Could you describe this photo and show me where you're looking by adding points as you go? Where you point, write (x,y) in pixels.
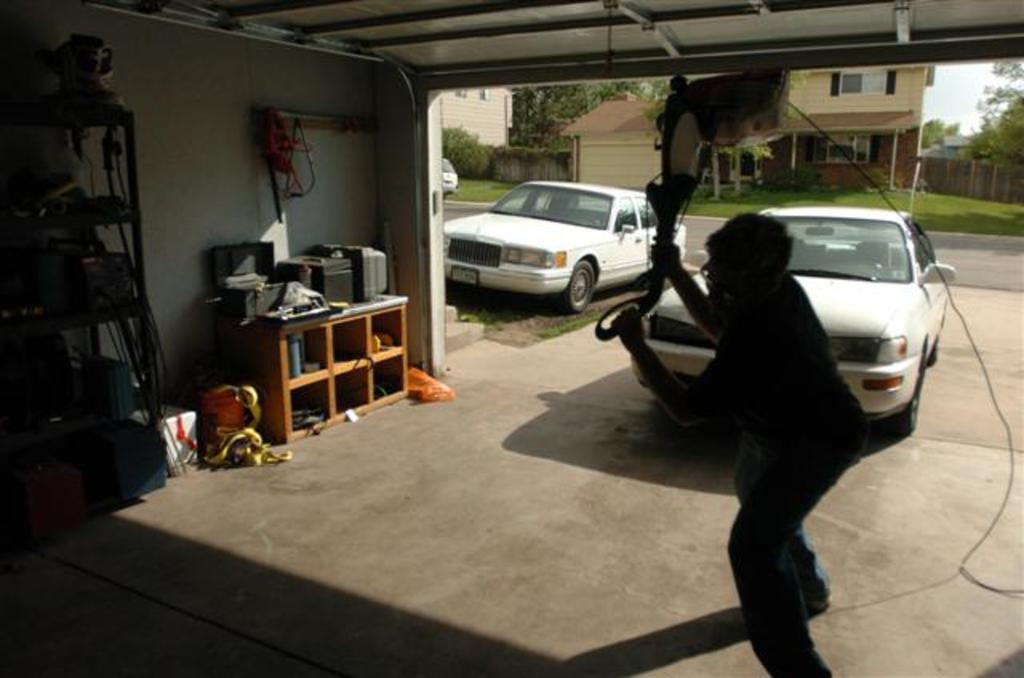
In the middle of the image (644,359) a person (829,366) is standing and holding something in his hand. In front of him we can see a table (357,304), on the table (357,304) we can see some boxes (349,300). Beside the tables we can see a rack (8,330), in the rack (59,127) we can see some products (79,58). Behind them we can see a wall (304,57). At the top of the image (997,13) we can see roof (871,22). Beside him we can see some vehicles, grass (1011,212), plants (458,149), trees (534,94) and buildings (486,100). In the top right corner of the image (948,83) we can see the sky (952,69).
